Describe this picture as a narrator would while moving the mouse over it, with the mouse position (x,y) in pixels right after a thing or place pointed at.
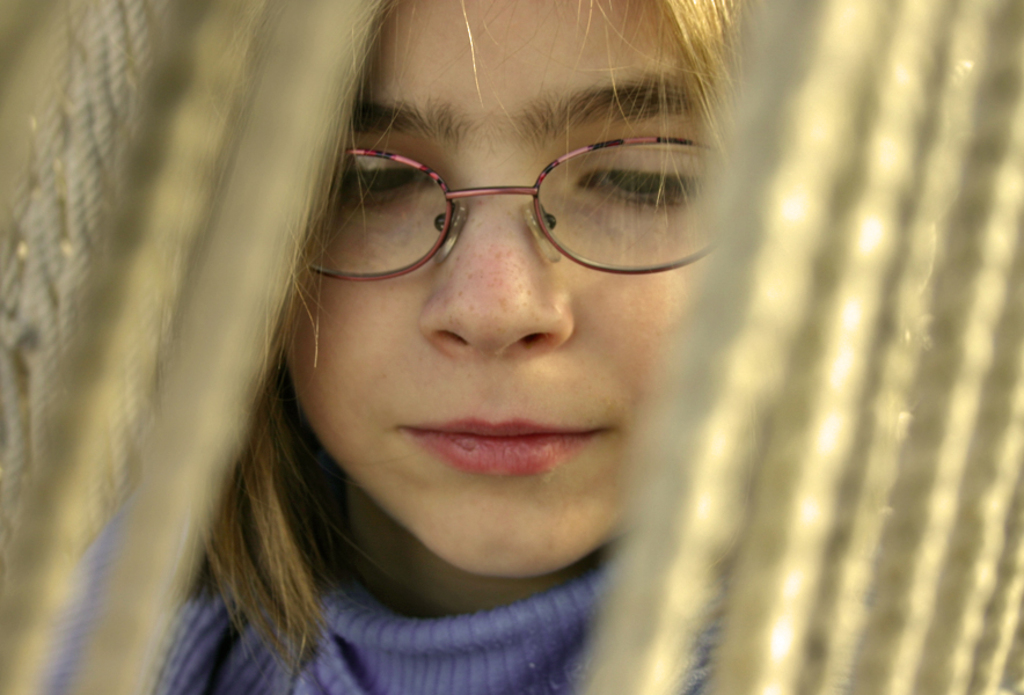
This picture shows a girl (283,424) with spectacles (624,157) on her face (501,180) and we see ropes (66,543).
